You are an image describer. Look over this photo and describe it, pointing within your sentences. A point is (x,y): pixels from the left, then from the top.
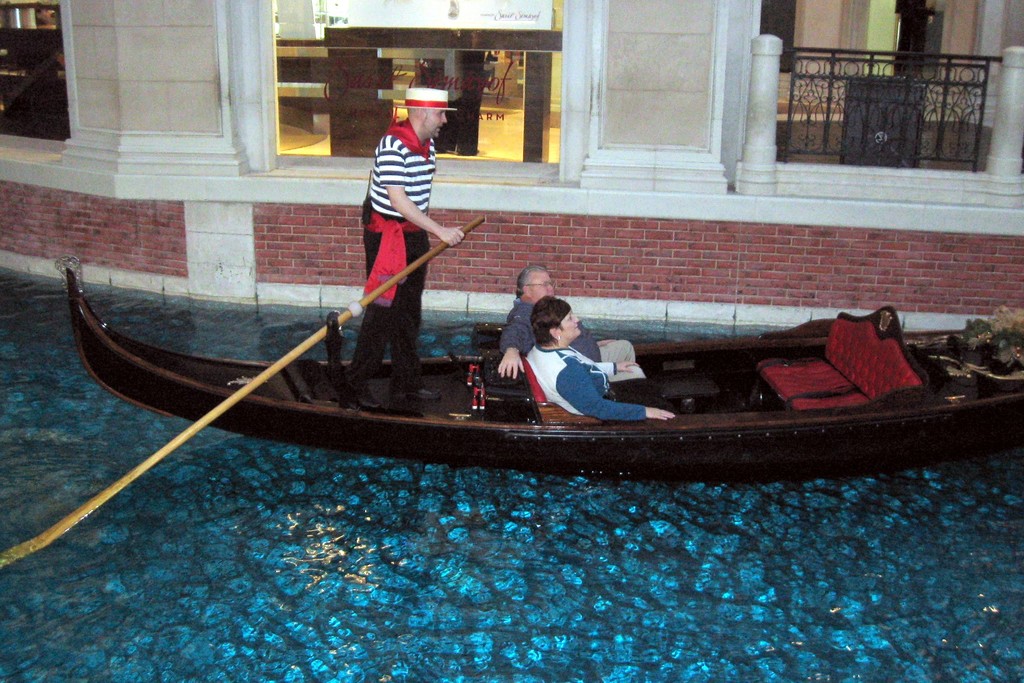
In this picture we can see people (555,301) on a brown boat (289,421) which is moving on a river (593,522) with blue water (363,549). Here a person (423,239) is holding a pole (45,531). In the background (160,228), we can see the walls (625,238), a railing (988,81), glass windows (360,144).
